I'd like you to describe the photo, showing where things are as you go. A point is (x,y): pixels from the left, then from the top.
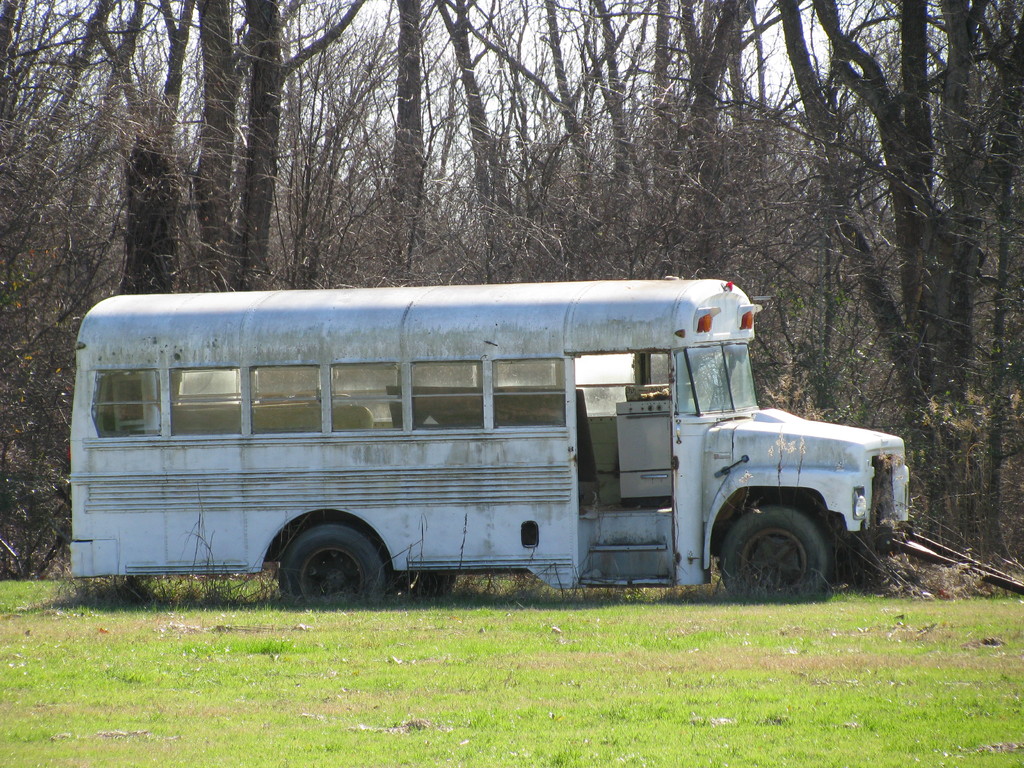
In this image there is a vehicle (550,577) on the surface (407,641) of the grass (405,611). In the background (544,213) there are trees (353,213) and the sky (435,111).
